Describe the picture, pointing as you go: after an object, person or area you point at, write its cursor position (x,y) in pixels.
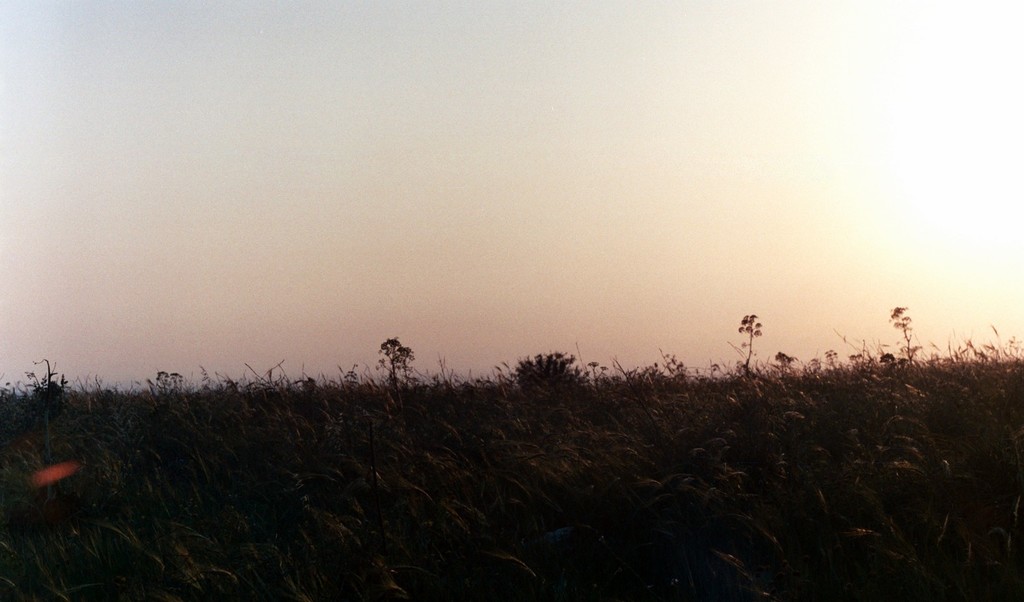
In the foreground of the picture (412,422) there are plants (456,453). Sky (97,71) is clear.
